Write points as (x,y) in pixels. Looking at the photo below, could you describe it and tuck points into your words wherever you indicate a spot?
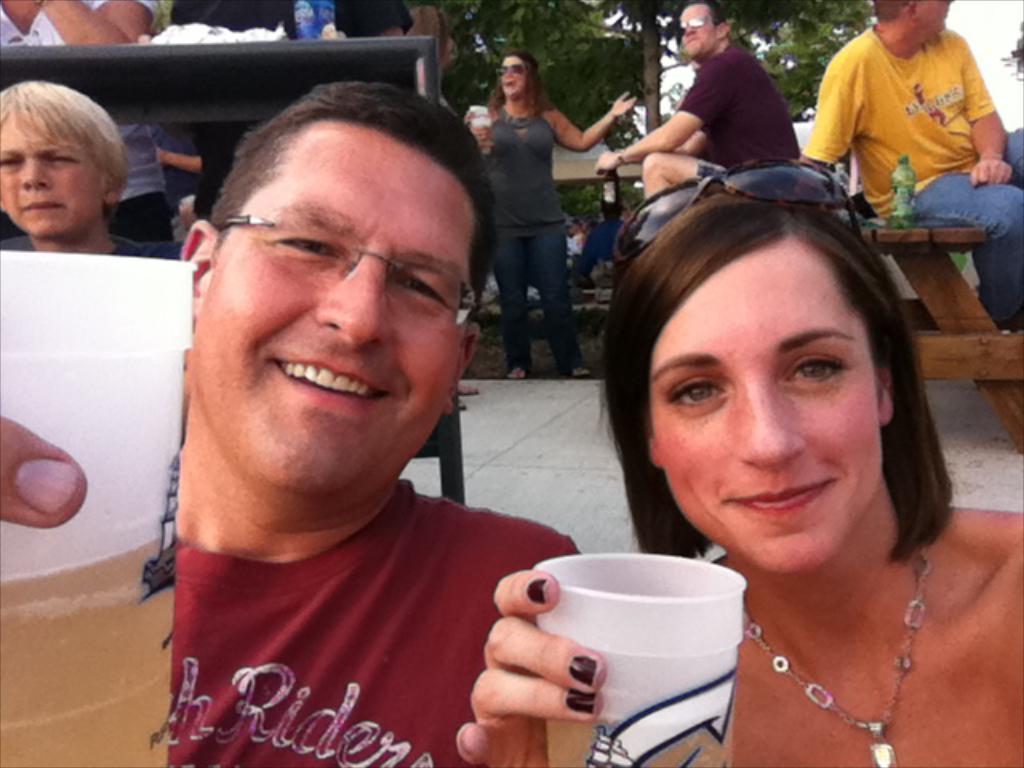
In the image we can see there are many people (901,131) are standing and some of them are sitting. They are wearing clothes (932,192), these are the spectacles (324,254), neck chain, glass (134,660), bench (946,317), bottle (913,209), tree (575,30) and a sky (995,35). This is a footpath (555,479) and we can even see these two people (636,385) are smiling.
